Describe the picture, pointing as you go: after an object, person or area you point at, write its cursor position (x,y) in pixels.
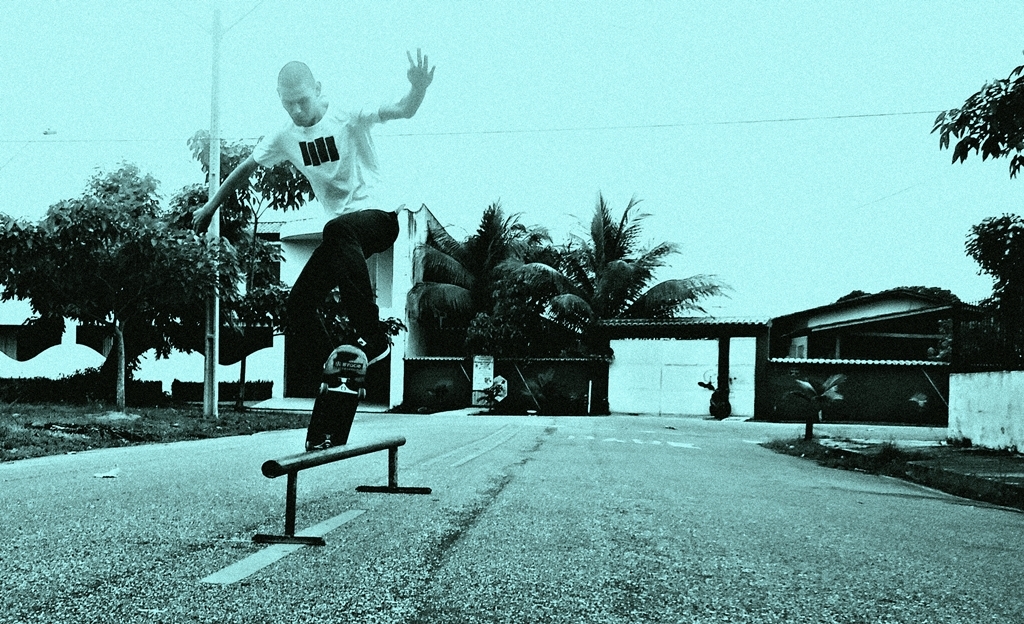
In the image I can see a person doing skating on the skateboard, behind him there are trees (497,339) and buildings (585,388).
